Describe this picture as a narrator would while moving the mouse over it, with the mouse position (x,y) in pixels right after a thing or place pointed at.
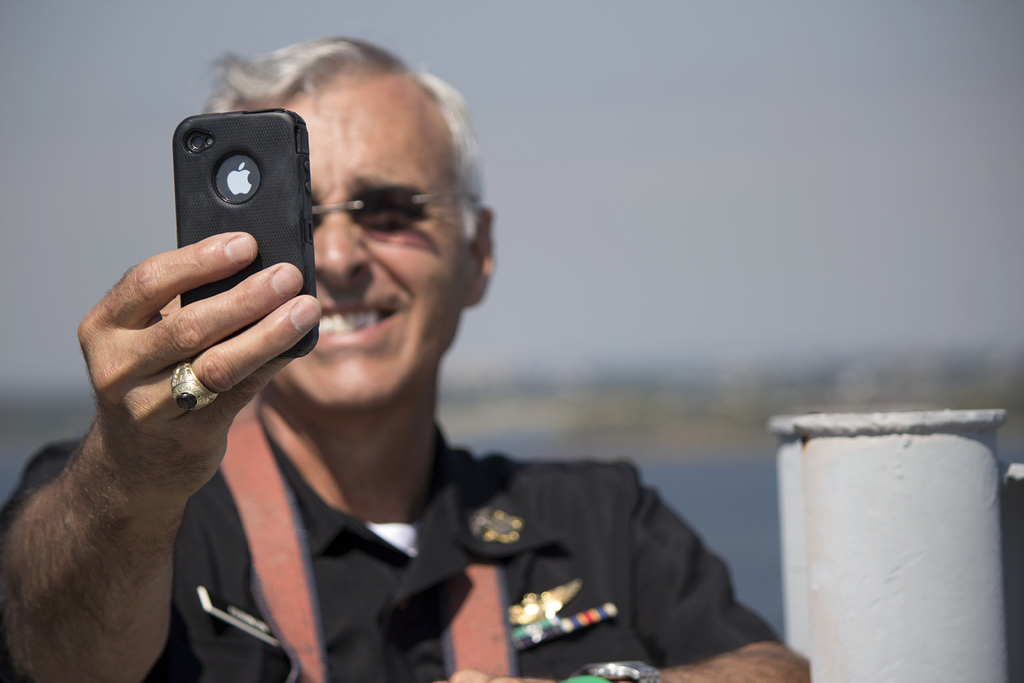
In this picture a person (196,339) is holding a mobile (251,264) in his hand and smiling, on the right (865,526) there is a pole (963,568) and there is a lake (740,522) behind him and the sky (674,355) is clear.
